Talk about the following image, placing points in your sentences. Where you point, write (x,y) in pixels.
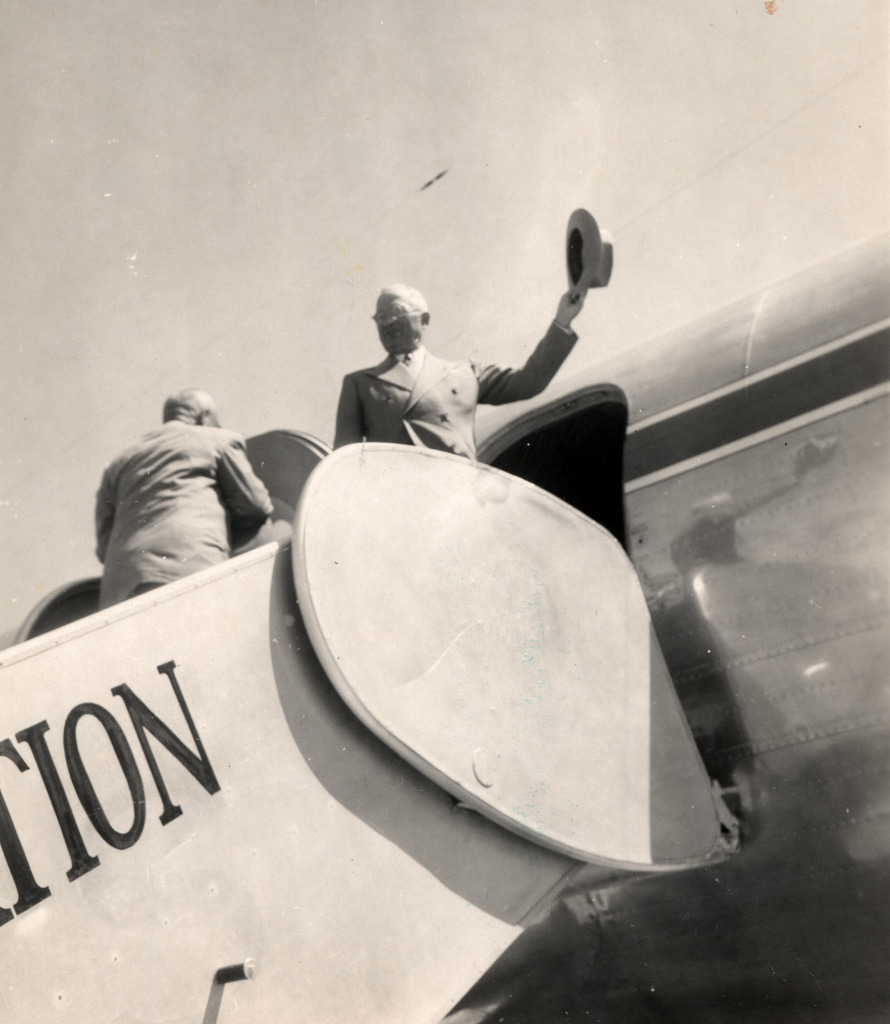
In the image in the center (454,402), we can see two persons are standing on the airplane steps (150,602). And the right side person (406,419) is holding a hat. And we can see something written on the plane (712,339).
